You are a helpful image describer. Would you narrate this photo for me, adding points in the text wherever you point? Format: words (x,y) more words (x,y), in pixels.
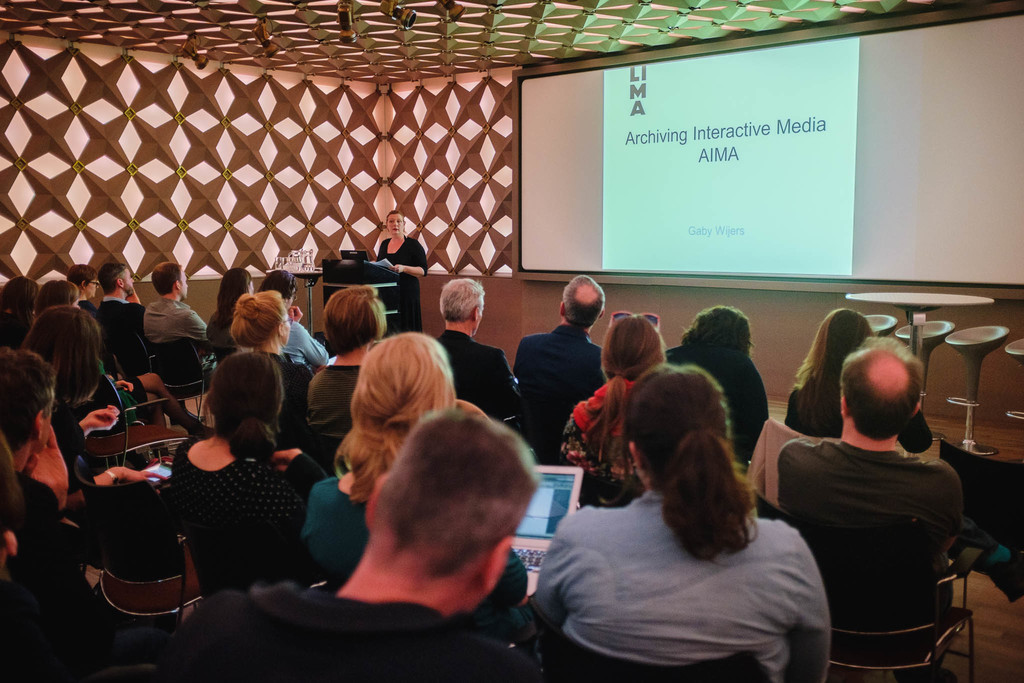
There are groups of people (344,428) sitting on the chairs (587,656). I can see the woman (424,389) holding a laptop (524,541). This is a woman (413,293) standing. I think this is a podium (354,263). These are the chairs (972,329) and a table (880,302). This is the screen (551,160) with the display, which is attached to the wall (503,184). I think these are the lights (345,16), which are attached to the ceiling (329,14).
